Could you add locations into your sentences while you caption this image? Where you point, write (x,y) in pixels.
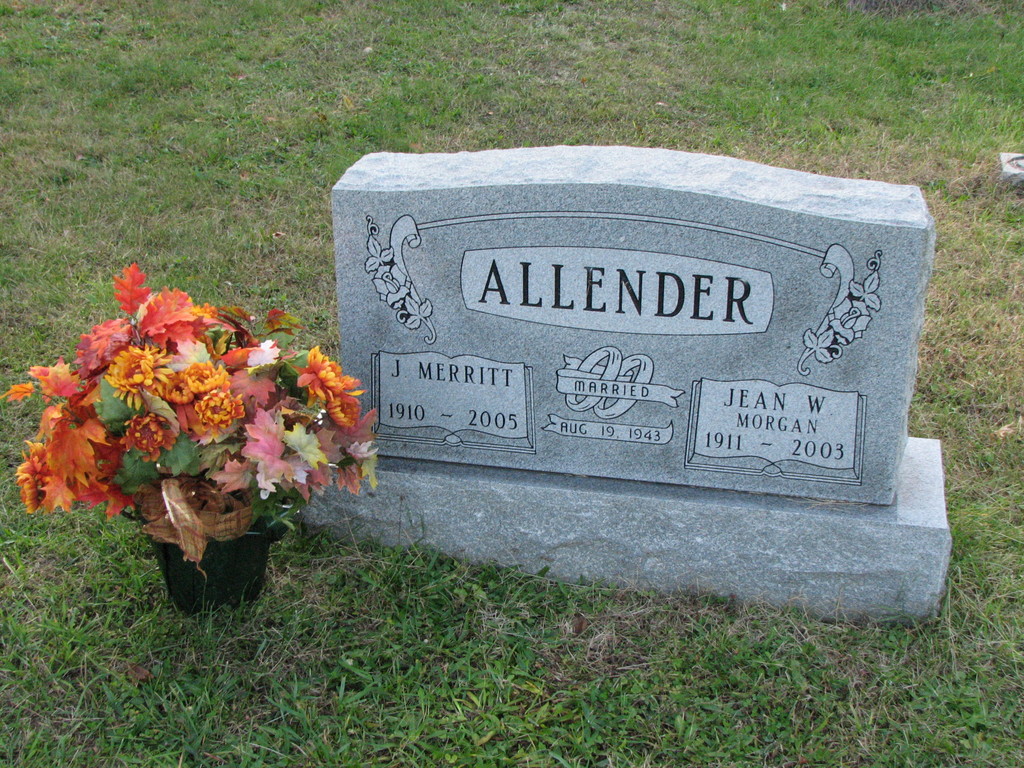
Here I can see a memorial (356,300) on the ground (840,671) and I can see some text (757,404) on that. At the bottom of the image (394,738) I can see the green color grass (333,710). Beside the memorial (514,389) there is a flower pot (188,474). I can see the leaves (274,439) and flowers (156,382) in multiple colors.
